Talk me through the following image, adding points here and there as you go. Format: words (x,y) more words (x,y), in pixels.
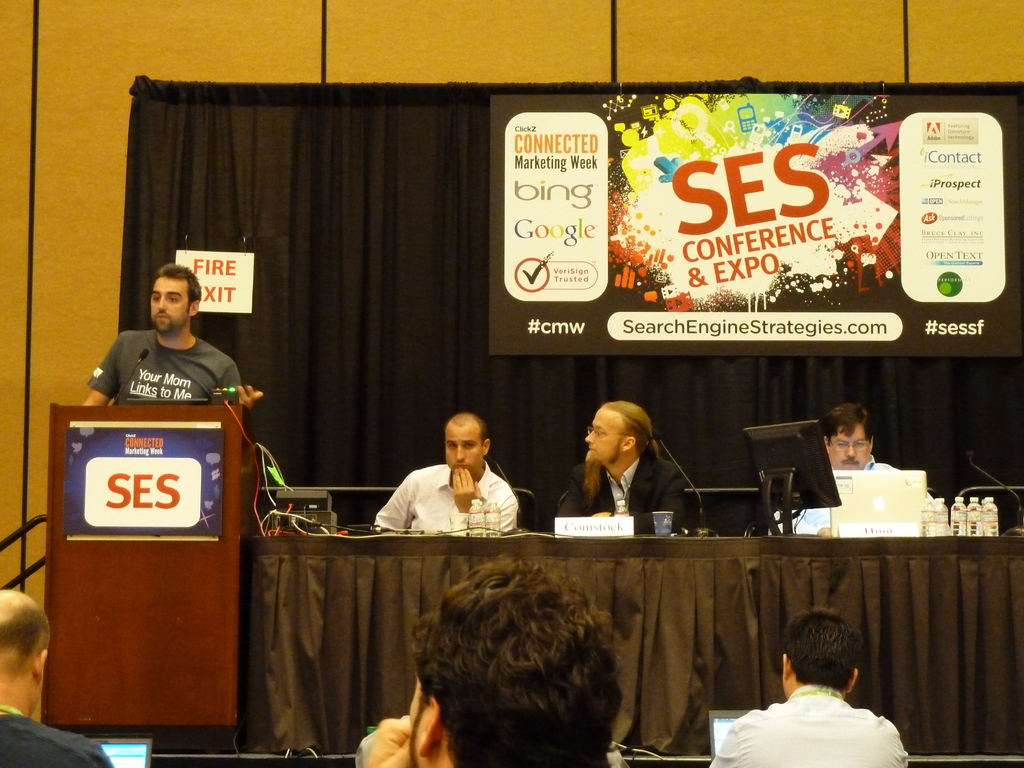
In the image there are people (467,426) sitting in front of table (677,568) on the stage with a banner (535,233) behind them and a person (181,383) standing and talking on mic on left side (201,353), in the front (537,746) there are few people (738,737) sitting with laptops (717,714) in front of them.
